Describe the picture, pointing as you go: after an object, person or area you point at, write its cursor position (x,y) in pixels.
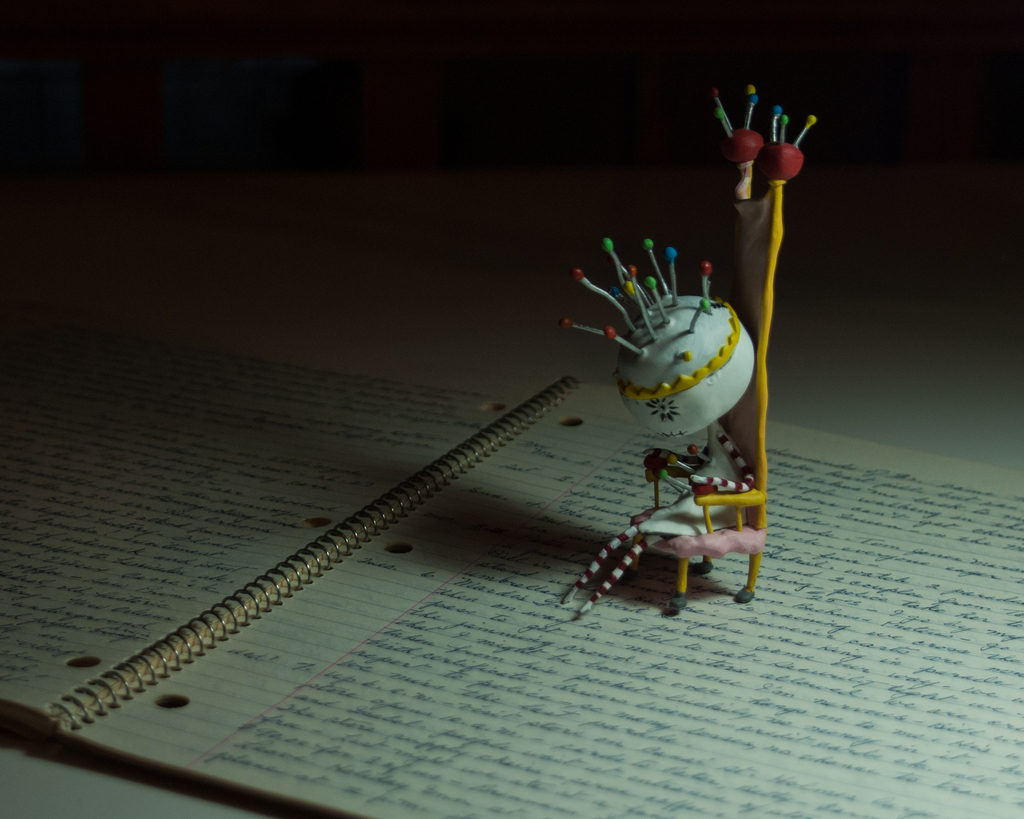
In this picture we can see there are toys (627,553) on the book (428,519). On the papers (316,531), it is written something. Behind the toys (654,365) there is the dark background (902,188).
